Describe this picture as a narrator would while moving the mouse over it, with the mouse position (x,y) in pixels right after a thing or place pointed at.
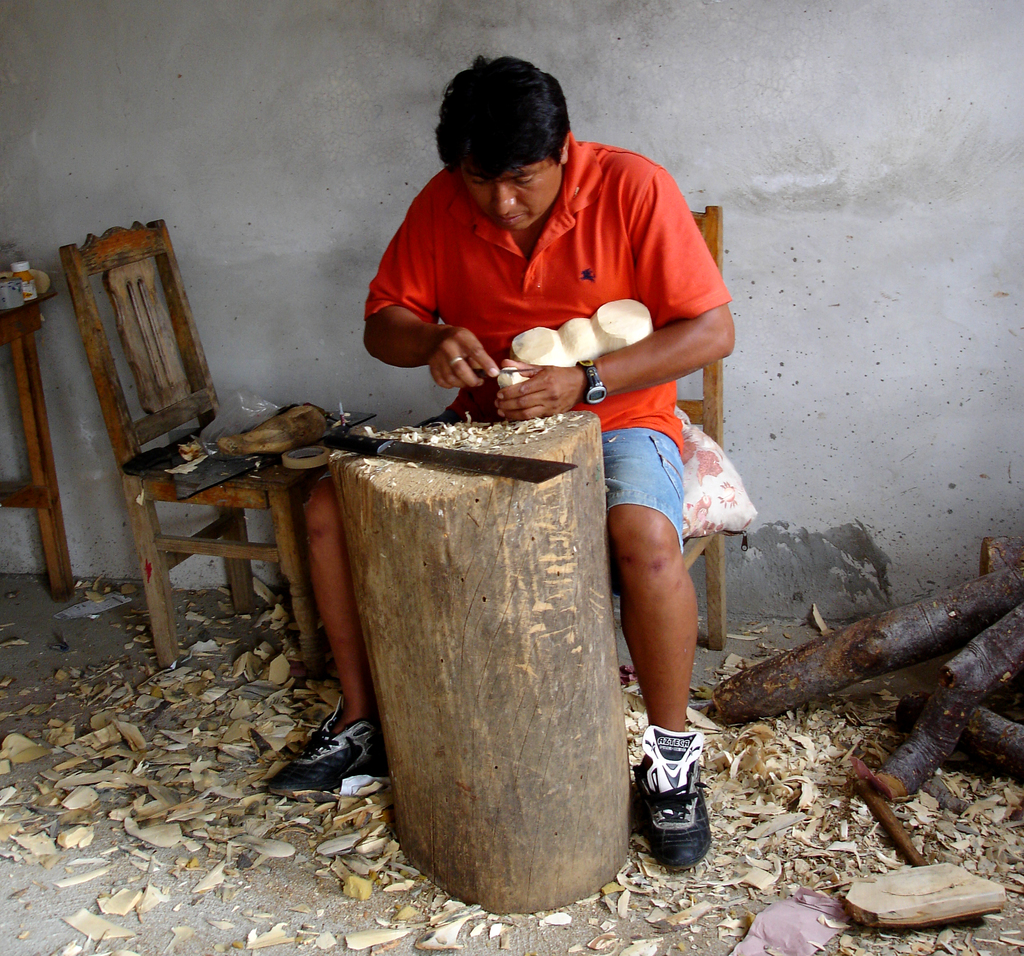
This person (668,396) is sitting on a chair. In-front of this person (517,141) there is a wood (502,527). On a wood (558,532) there is a sword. On floor (827,866) there are tree stems (936,620).
